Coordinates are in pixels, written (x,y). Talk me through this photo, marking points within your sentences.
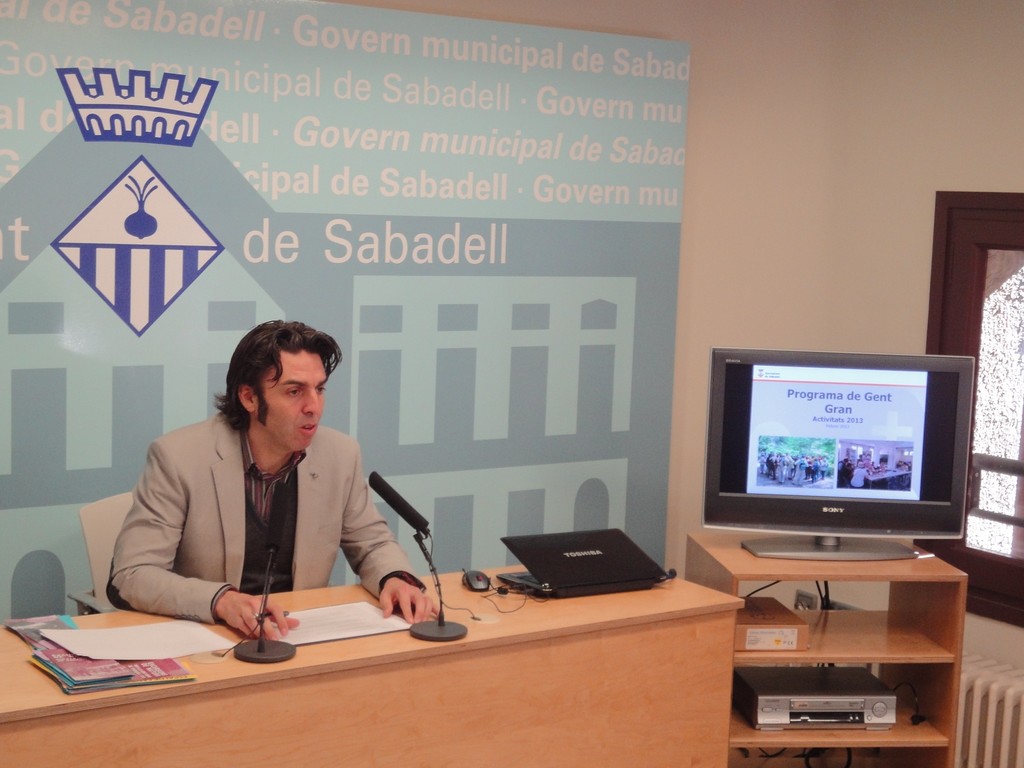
In this picture, we see the man (218,461) is sitting on the chair (93,545). In front of him, we see a table (391,647) on which microphones (436,626), papers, mouse (473,584), laptop (582,553) and books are placed. I think he is talking on the microphone (419,538). Behind him, we see a board (497,261) in blue color with some text (371,165) written on it. On the right side (884,758), we see a table (766,580) on which CD player (792,685), carton box (756,614) and a television (796,529) are placed. Beside that, we see a window (970,305) and a white wall (823,232).
